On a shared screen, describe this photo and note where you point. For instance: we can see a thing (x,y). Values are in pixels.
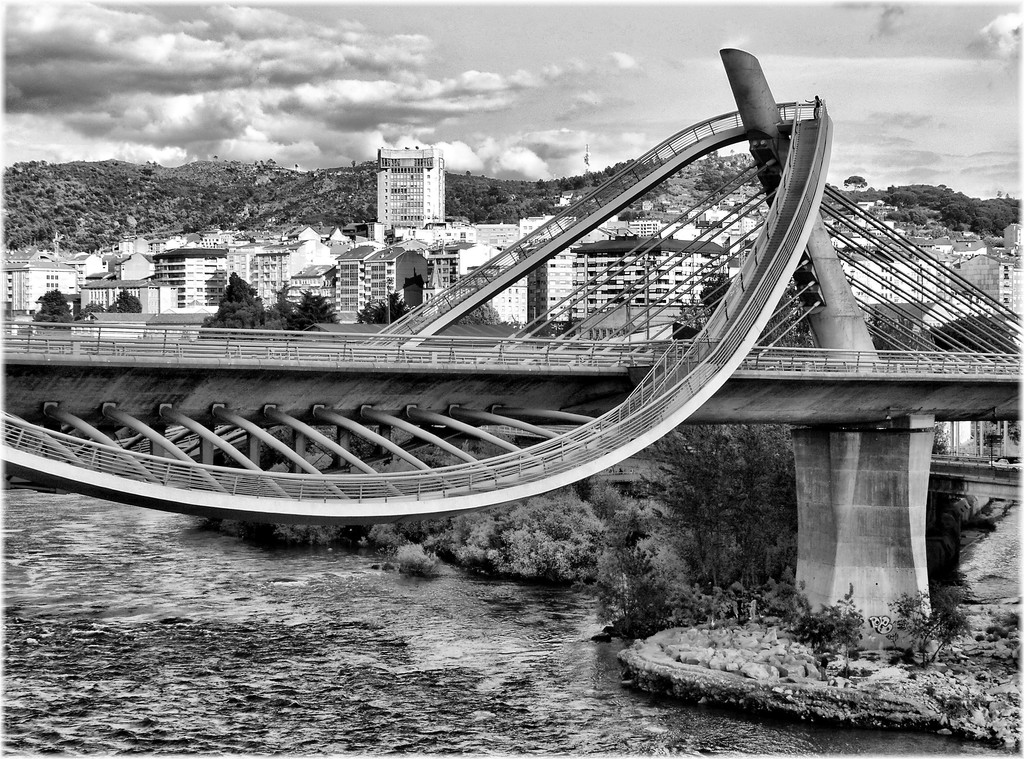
This image is taken outdoors. This image is a black and white image. At the top of the image (295,91) there is the sky (358,112) with clouds (267,70). In the background (255,205) there are a few hills (481,181), trees (931,216) and plants (470,192). There are many buildings (334,271) and houses (406,234). There are few trees (232,298) and plants (563,530). In the middle of the image (479,500) there is a bridge (138,414). At the bottom of the image (440,686) there is a river (377,721) with water (280,580).
